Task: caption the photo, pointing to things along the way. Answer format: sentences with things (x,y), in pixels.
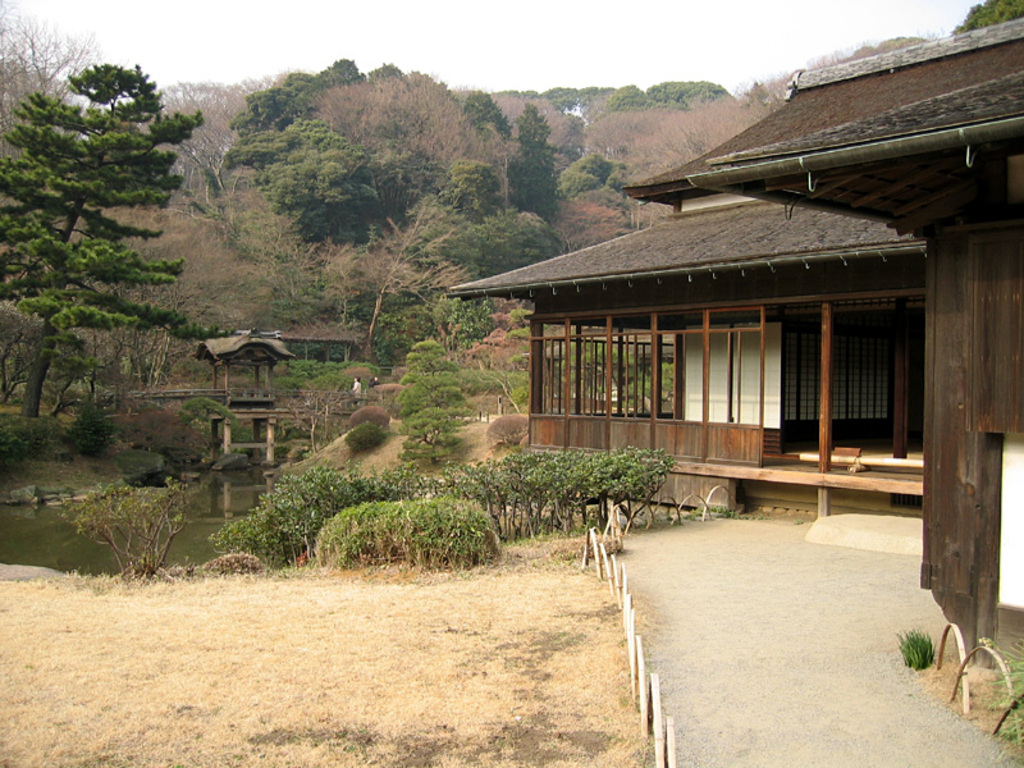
In this image, we can see houses (823,345), walls (944,367), poles (904,453), glass object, huts (352,346), plants (398,502), water (185,559), people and trees (124,344). At the bottom (610,581), we can see the ground (582,610), walkway (765,609) and fences (673,721). Top of the image (519,44), there is the sky (555,36).
